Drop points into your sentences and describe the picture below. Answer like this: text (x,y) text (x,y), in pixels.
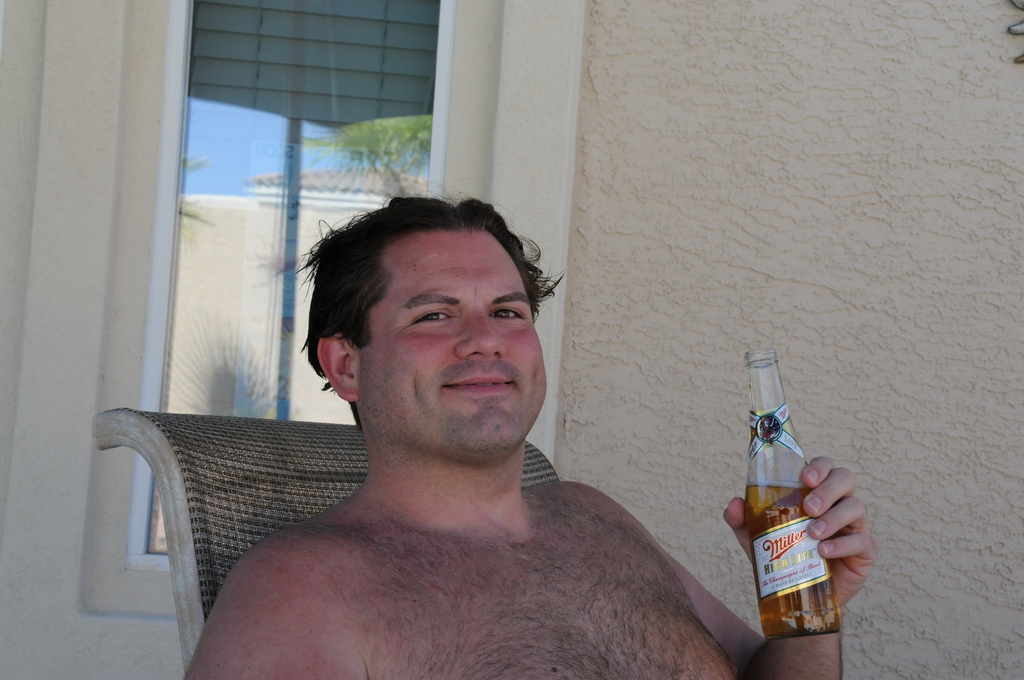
In this picture There is a person (535,569) sitting on the chair (284,495). This person (506,597) holding bottle (803,494). On the background (657,144) we can see wall (722,147) and glass window (284,104). From this window (282,218) we can see house (348,192) and trees (373,136). We can see chair (211,495).
